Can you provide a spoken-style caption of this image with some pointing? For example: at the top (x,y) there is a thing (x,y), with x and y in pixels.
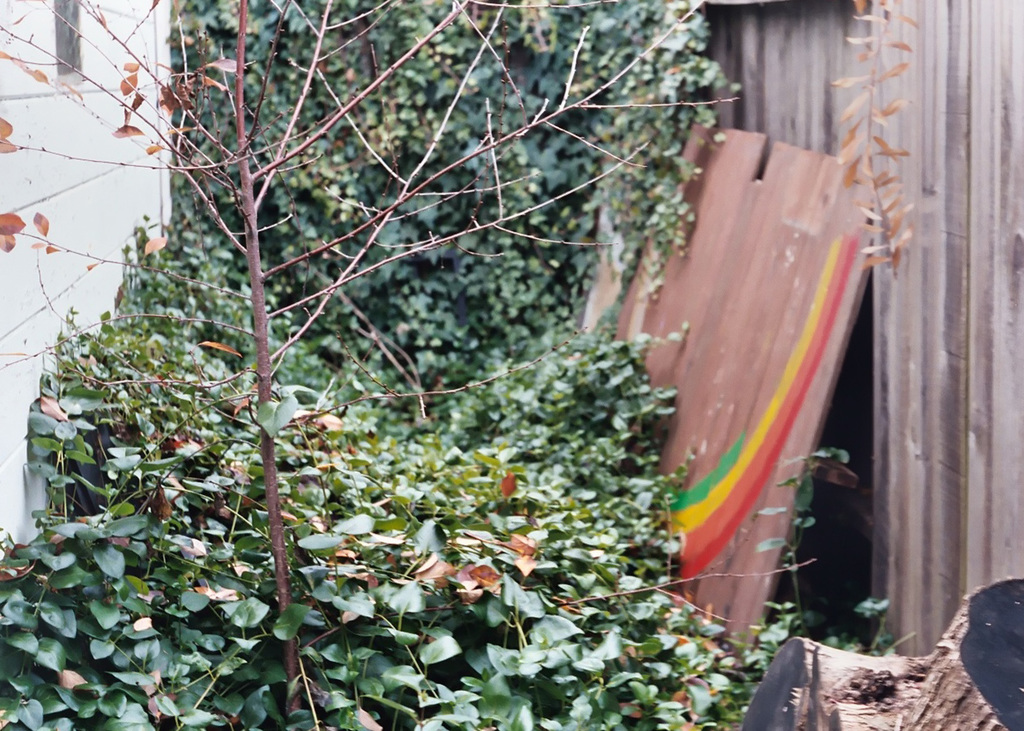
In this image I can see the plants (185,401). To the left (27,244) I can see the wall (63,223). To the right (777,432) I can see the wooden objects (737,459) and the trunk (814,680).
